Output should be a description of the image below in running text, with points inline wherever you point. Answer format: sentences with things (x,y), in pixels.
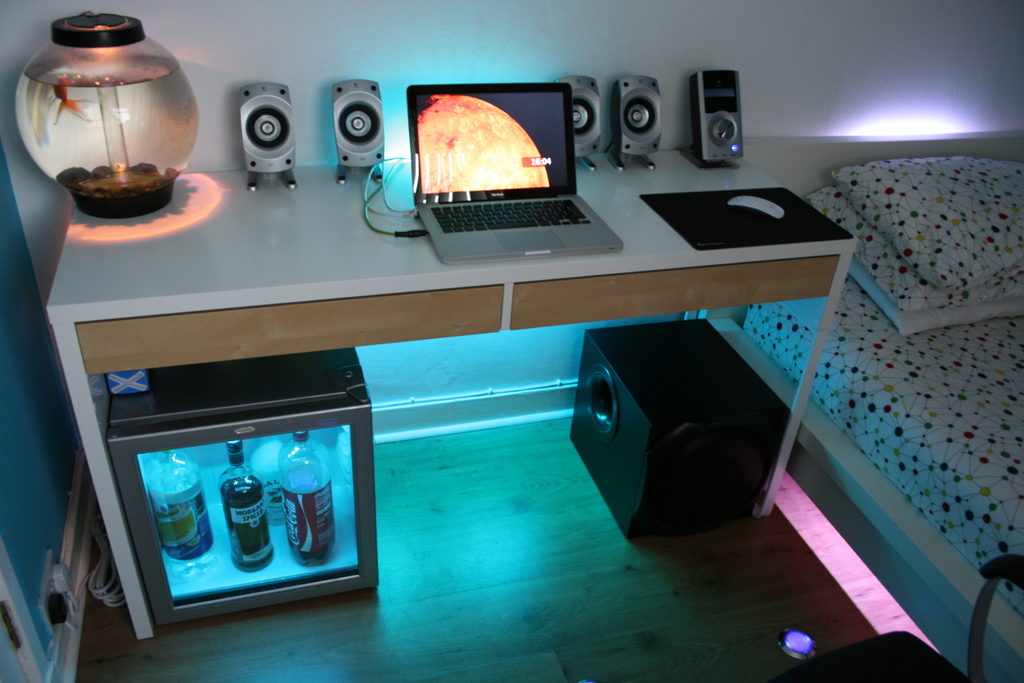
In this image there is a bed (856,368), on the bed (930,415) there are the pillows (966,252) and beside the bed (919,427) there is a table (205,273), on the table (201,260) there is a laptop (418,154) and there is a fish pot (95,123), under the table (184,282) there is a bottle (244,538) kept in a fridge (202,568) and there is a speaker (670,455) on the floor (533,613).
